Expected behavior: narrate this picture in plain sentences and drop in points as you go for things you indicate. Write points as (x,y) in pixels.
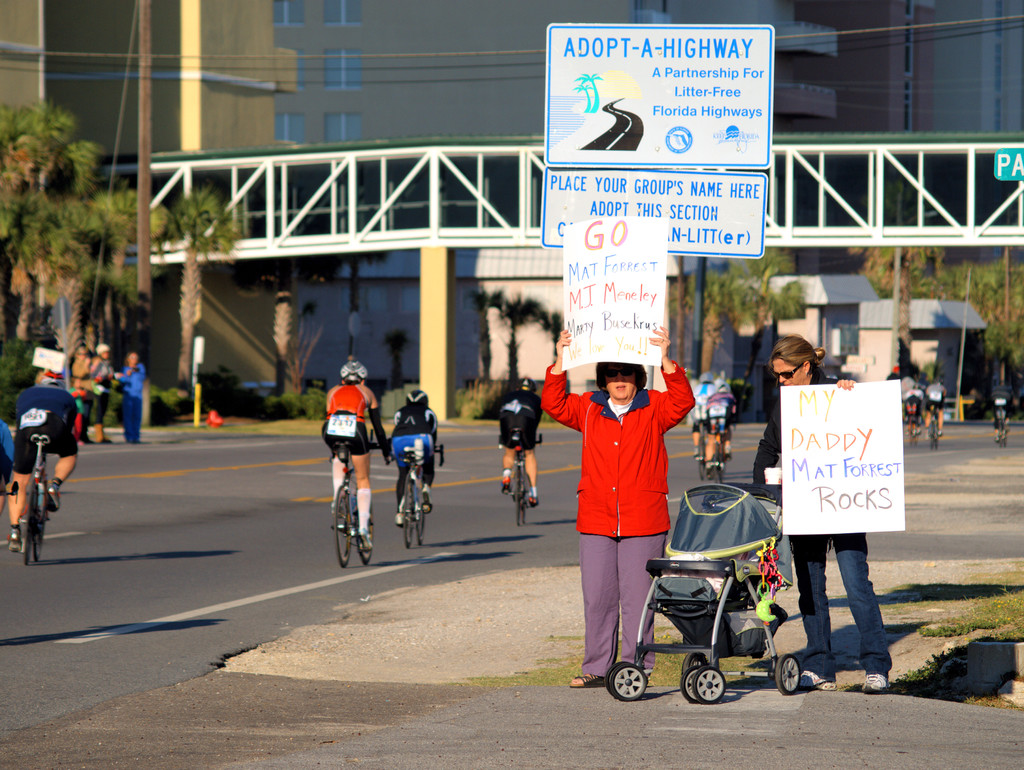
In this image, there are a few people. Among them, some people (402,461) are riding bicycles (525,481) and some people (642,582) are holding some objects (799,413). We can see the ground (499,710) with some grass (972,607). We can see some trees (110,301), poles (140,184), wires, buildings (386,25) and a metal object (715,638). We can see some boards (673,174) with text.
